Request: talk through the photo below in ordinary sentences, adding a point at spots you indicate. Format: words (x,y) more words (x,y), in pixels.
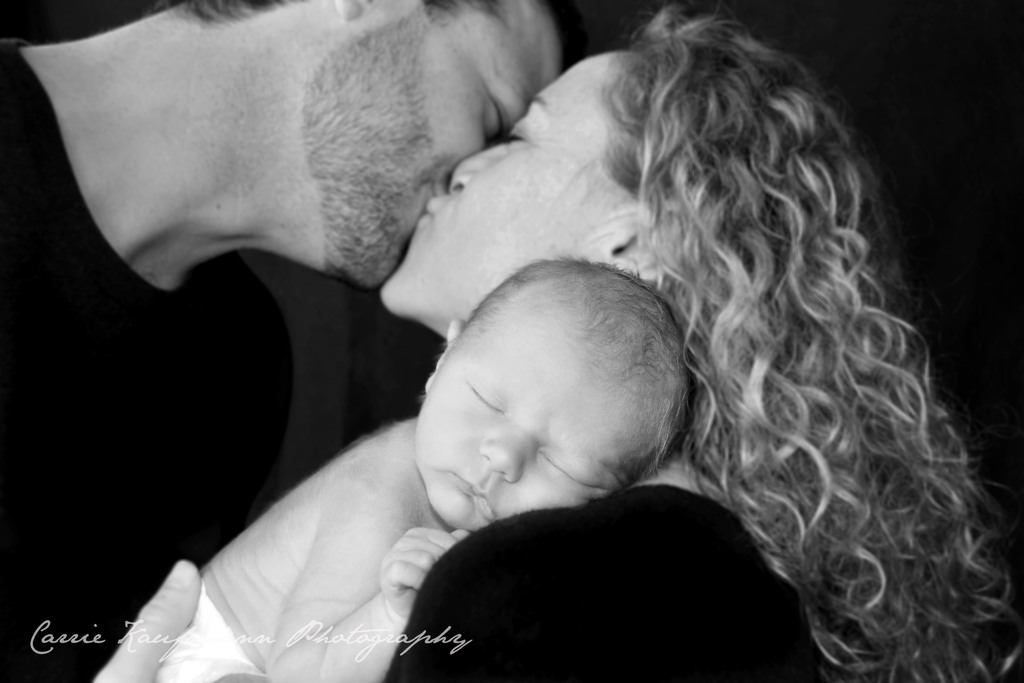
This is black and white picture, there are two people (210,168) kissing each other and this woman (479,224) holding a baby (243,629). In the bottom left of the image (107,648) we can see water mark (64,631).
